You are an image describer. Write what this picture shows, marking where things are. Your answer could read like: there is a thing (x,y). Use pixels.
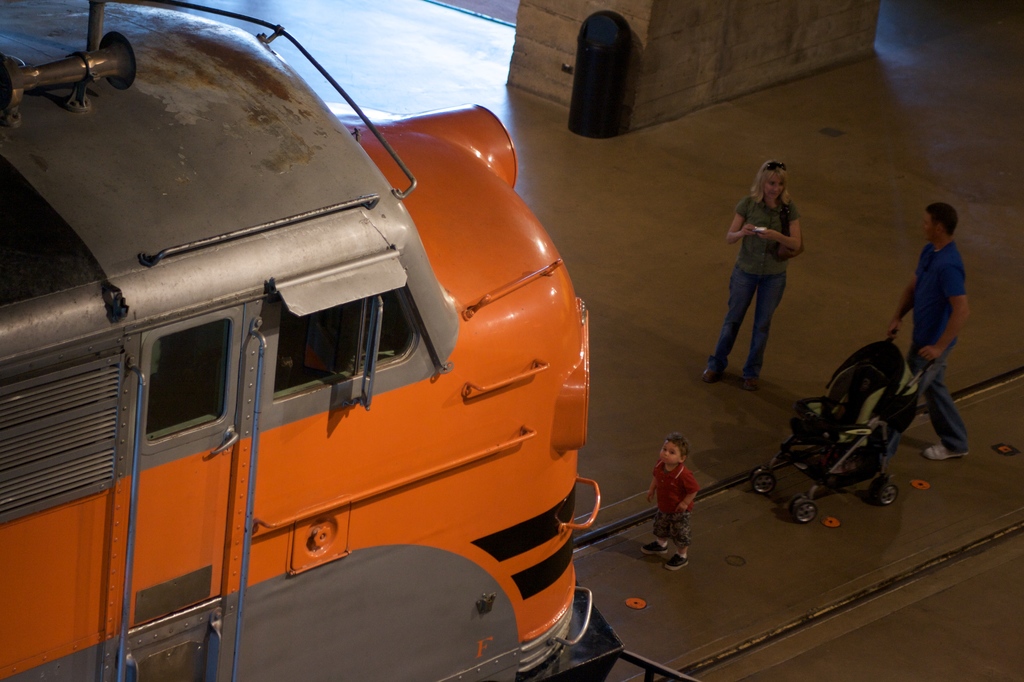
There is a vehicle (495,598). Here we can see a woman (774,207), man (939,433), and a kid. He is holding a baby stroller (858,385) with his hands (931,348) and there is a bin (595,90).
